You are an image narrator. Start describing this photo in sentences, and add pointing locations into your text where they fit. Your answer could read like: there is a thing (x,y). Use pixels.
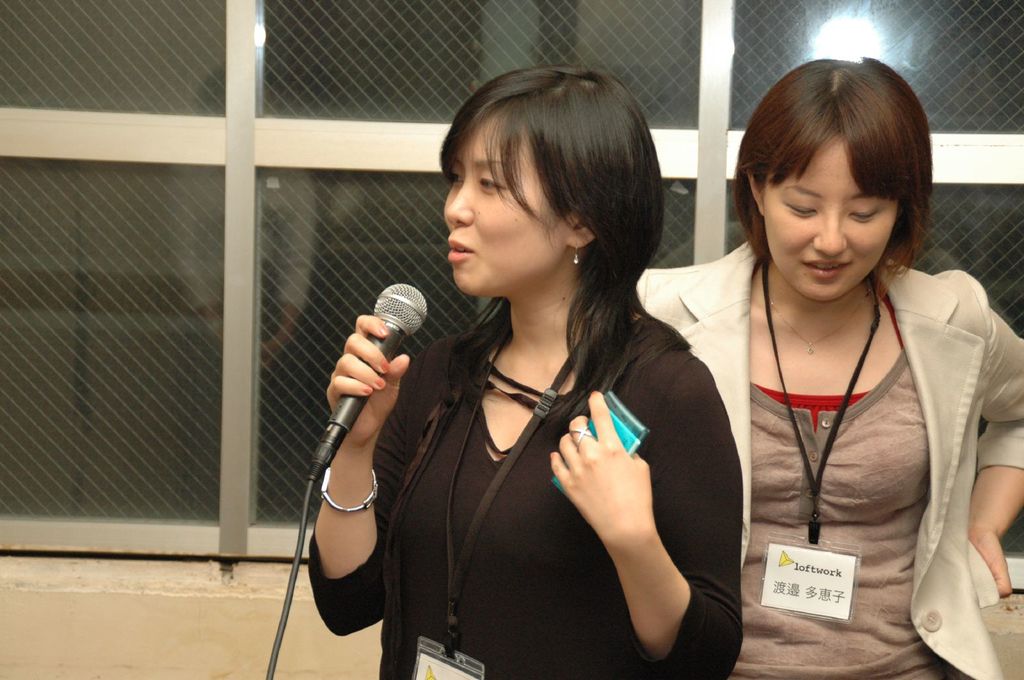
In this image there are two women (640,308) standing. In front (381,333) the woman (376,416) is holding a mic (385,314).
